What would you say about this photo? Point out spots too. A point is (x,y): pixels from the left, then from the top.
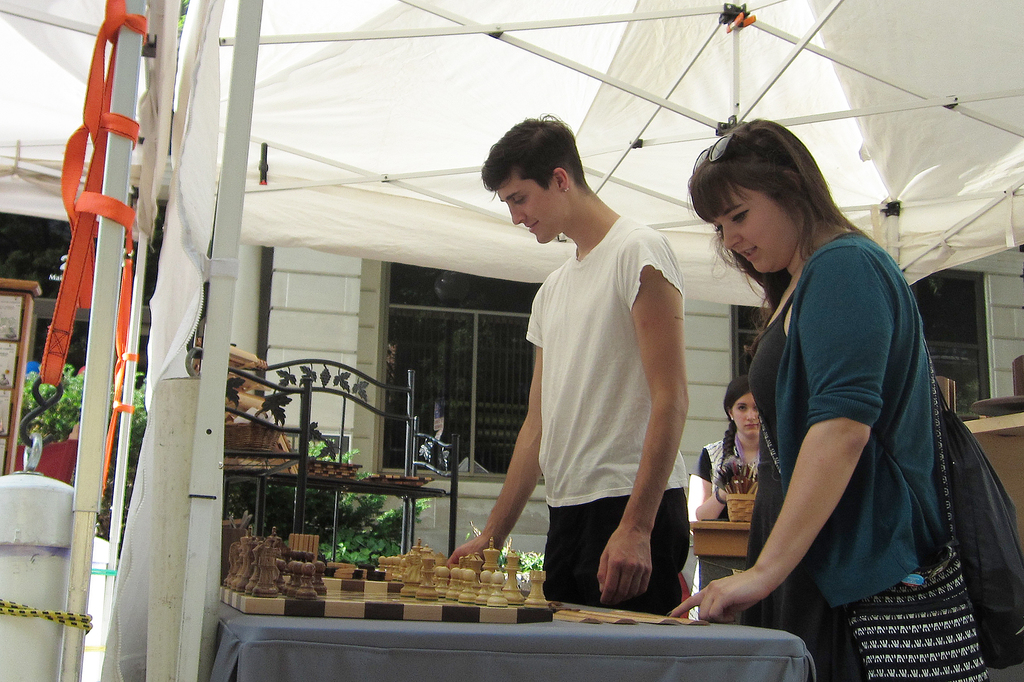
In this picture there is a boy (614,425) wearing white color t-shirt (615,493), standing near the chess board (346,606) which is placed on the table (699,662). Beside there is a woman (876,428) wearing a blue color jacket (861,496), she is looking to the chess board (502,609). Behind there is a house (475,479) and a glass window (396,439). Above there is a white color canopy shed (415,180).
